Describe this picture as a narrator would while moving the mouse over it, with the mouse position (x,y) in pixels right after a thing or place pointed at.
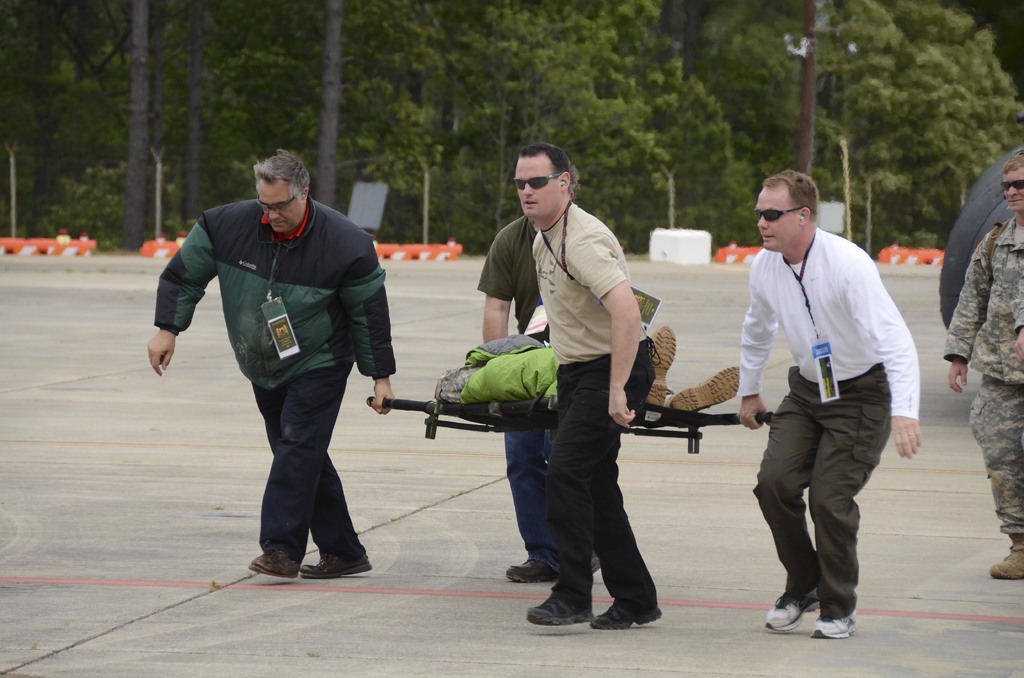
In the background (686,137) we can see the trees (708,134) and objects (962,264). In this picture we can see the men (382,319) wearing goggles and they are carrying an object (694,411) and walking. On an object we can see a person (662,330) is lying. On the right side of the picture (1011,529) we can see partial part of a man (1011,529) wearing goggles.
